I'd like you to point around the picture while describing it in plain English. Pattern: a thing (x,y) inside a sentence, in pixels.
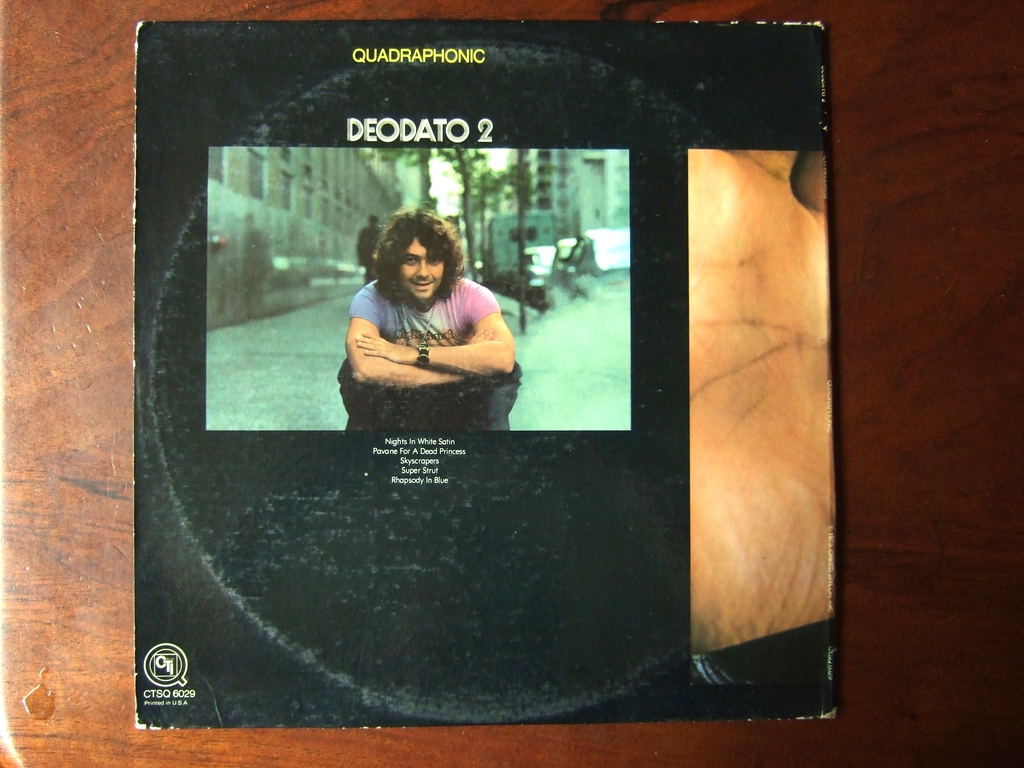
In this image I can see an album cover (485,303) of a person (485,303), buildings (307,229), trees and it is kept on the floor (85,51). This image is taken may be in a room (646,41).
